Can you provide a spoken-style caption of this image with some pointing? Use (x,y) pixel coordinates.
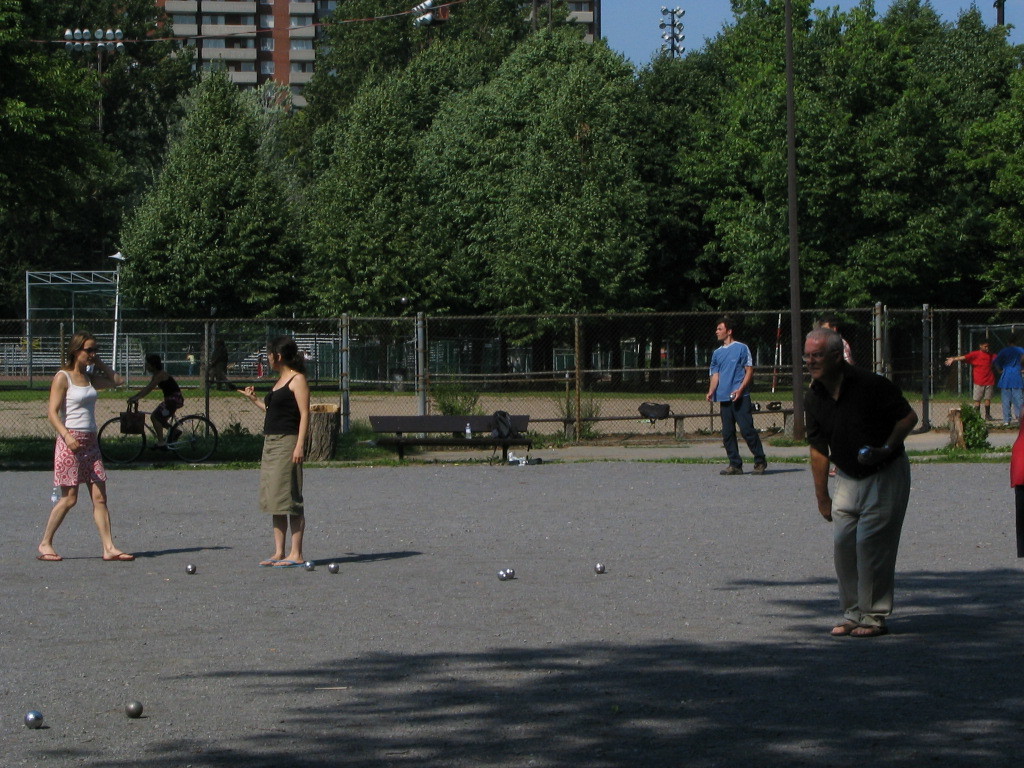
People (98,447) and balls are on the road (305,630). Background (261,62) there is a fence (341,355), benches (424,424), trees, light poles (788,36) and building (274,43). A person (171,424) is sitting on a bicycle (178,438). To this bicycle (154,435) there is a bag (131,421).
